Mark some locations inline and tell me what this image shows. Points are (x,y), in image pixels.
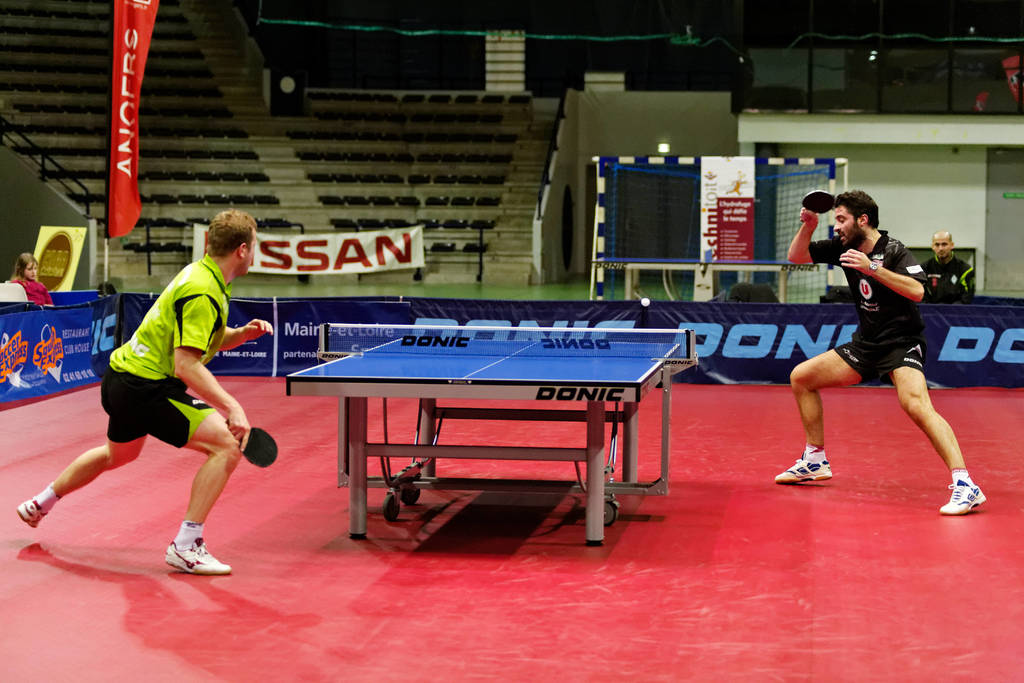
In this picture we can see there are two people (167,404) in motion and the people (915,349) holding the ping pong paddles (261,453). In front of the people (228,455) there is a table tennis (497,380). Behind the people (867,312) there are banners (391,316), two people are sitting, net (690,246), a light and some objects (295,205).
